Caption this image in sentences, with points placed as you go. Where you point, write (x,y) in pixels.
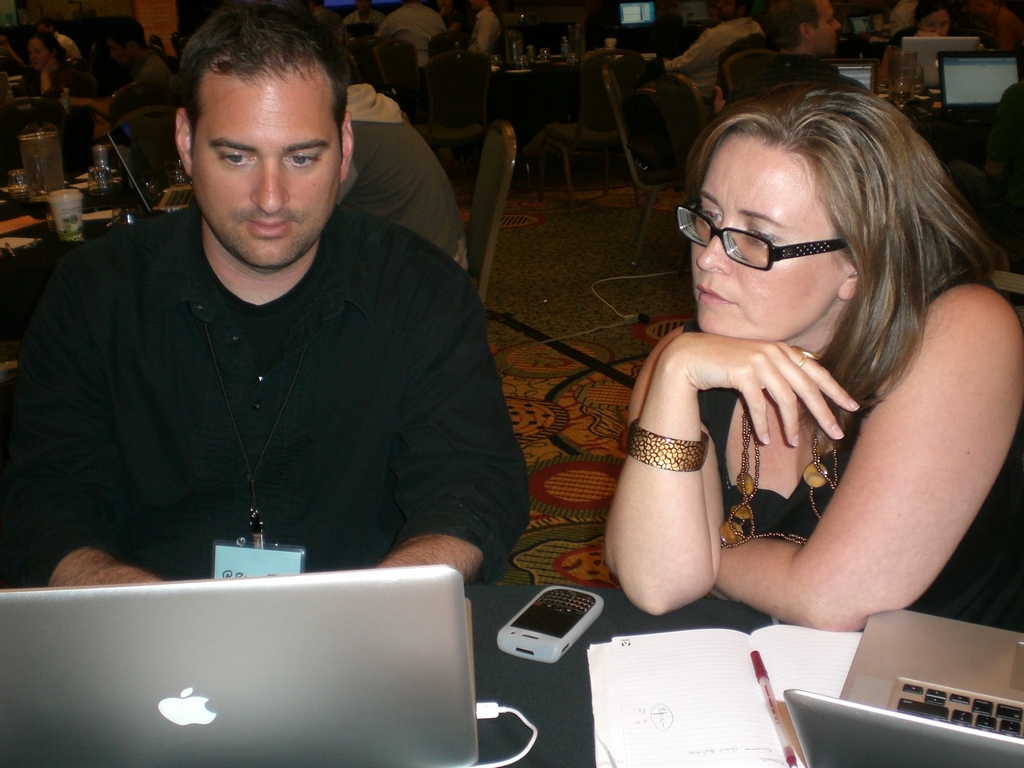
In the image there is a woman (750,237) and a man (422,499) sitting in front of table (527,705) with laptop (828,723), cell phones (556,634) and books (620,721) on it, in the back (788,22) there are many people (683,54) sitting around dining table (3,216), this seems to be in a restaurant (495,284).
